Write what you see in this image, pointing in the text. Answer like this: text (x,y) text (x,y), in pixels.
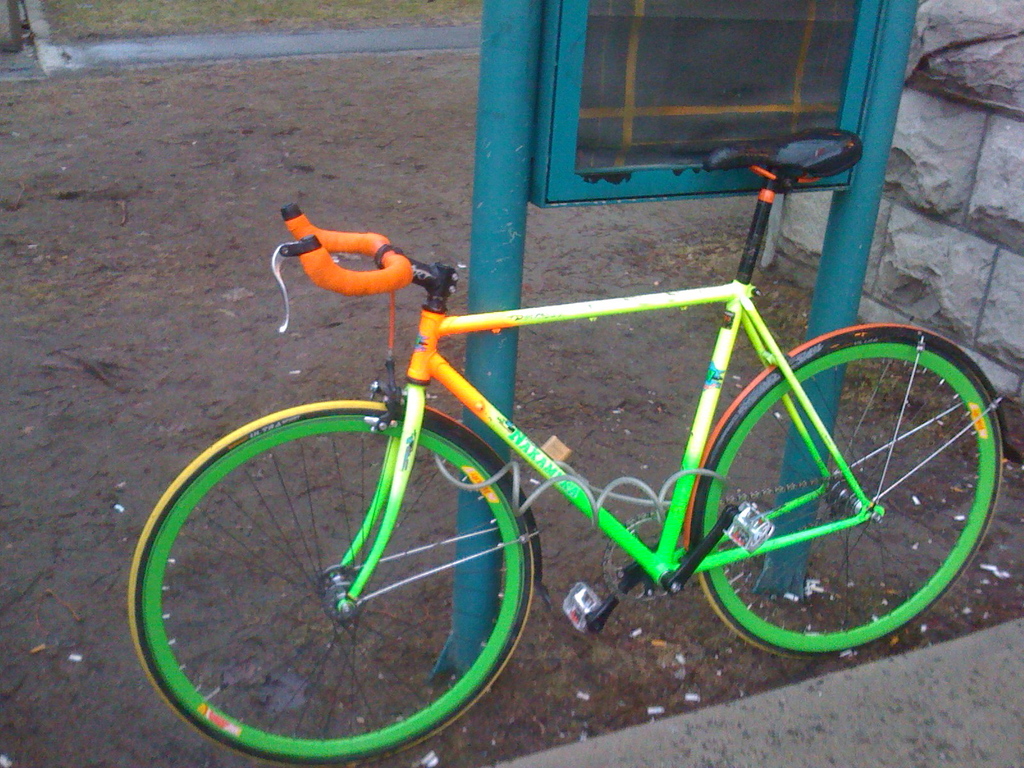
In this image in the center (583,497) there is a cycle (534,528), and in the background (540,95) there is one board (817,294), wall (794,225), and at the bottom (446,622) there is sand (559,671), grass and walkway (1016,703).
